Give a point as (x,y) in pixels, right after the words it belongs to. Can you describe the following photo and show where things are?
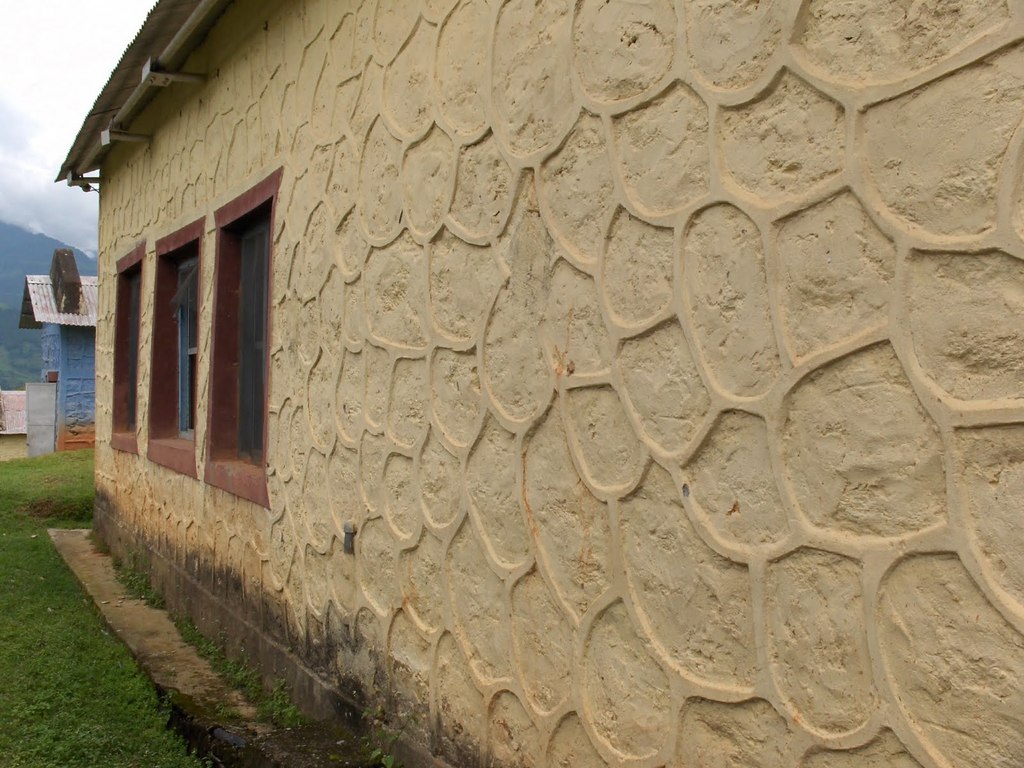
In this picture I can see houses (316,431), windows (252,490), door (48,388), grass (77,502), hill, and in the background (54,100) there is sky (66,85).
